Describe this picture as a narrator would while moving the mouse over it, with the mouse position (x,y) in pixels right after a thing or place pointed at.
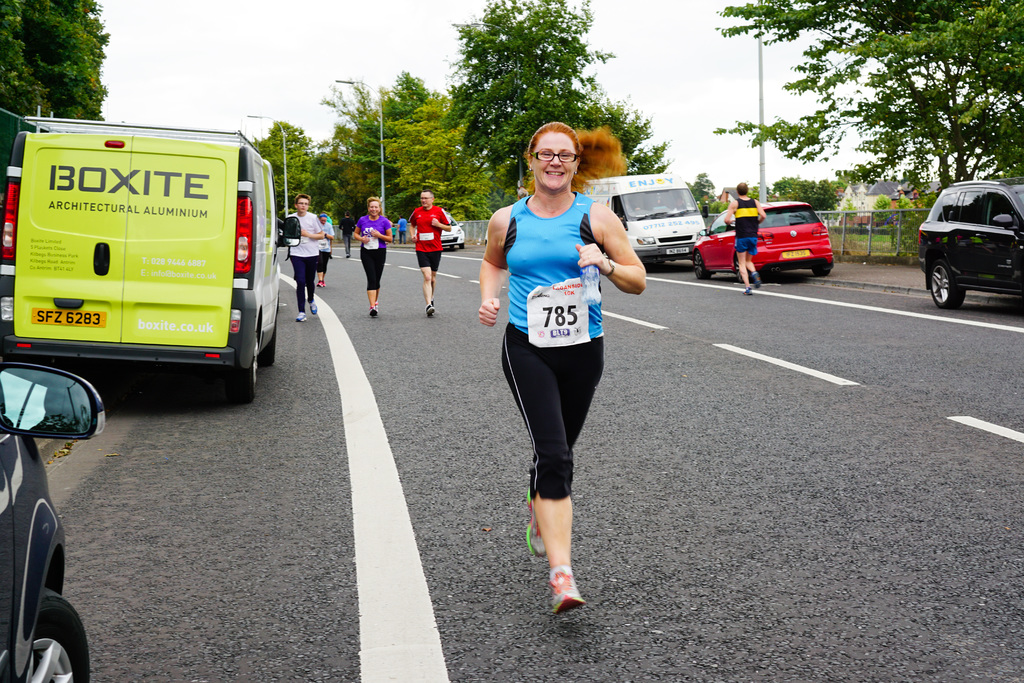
In this image there are few people (439,263) who are jogging on the road (495,518). There are vehicles (130,247) on either side of the road (461,524). Beside the road (461,507) there is a footpath (882,285) on which there are lights (761,85) with the poles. Beside the footpath (917,277) there is a fence (885,228). Beside the fence (878,236) there are trees (537,68).
